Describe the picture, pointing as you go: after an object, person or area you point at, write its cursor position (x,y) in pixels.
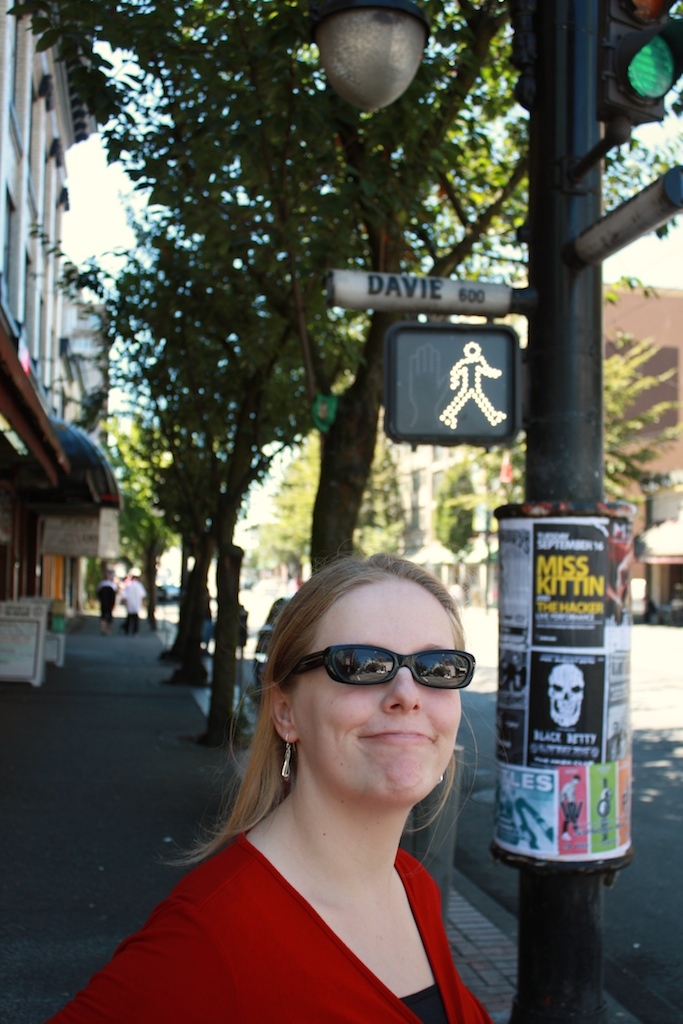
In this picture I can see a woman (365,750) wearing spectacles (383,681) and standing side of the road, behind there are some trees (236,411) and buildings (1,438).
